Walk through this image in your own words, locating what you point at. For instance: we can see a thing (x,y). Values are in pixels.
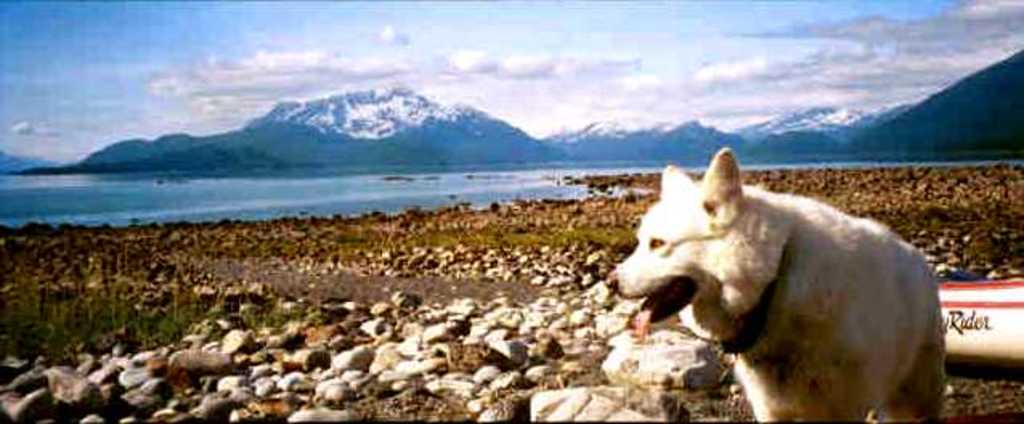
In this picture there is an animal (818,278) in the front (802,327). In the center (449,273) there are stones (448,262) on the ground (425,264) and in the background (409,147) there are mountains (407,131) and the sky (453,68) is cloudy.
